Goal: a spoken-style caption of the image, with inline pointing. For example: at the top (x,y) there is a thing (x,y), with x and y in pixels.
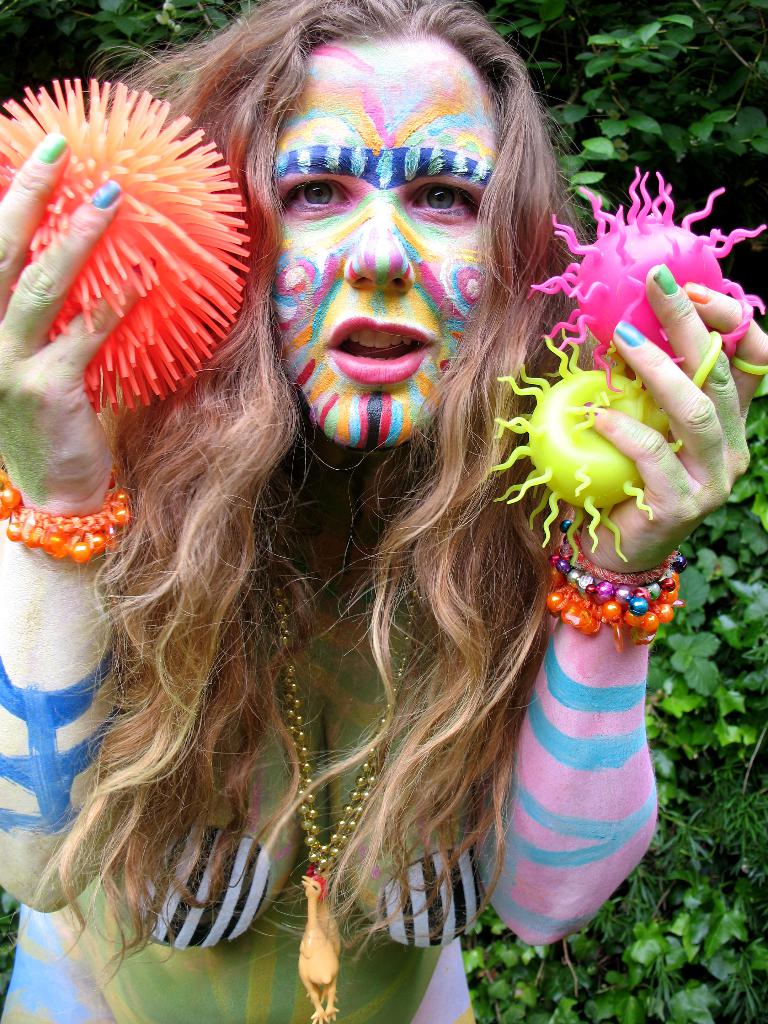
In this picture we can see a woman (550,669) with a painting (62,612) on her and holding some objects (117,280) with her hands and in the background (755,582) we can see trees (693,208).
